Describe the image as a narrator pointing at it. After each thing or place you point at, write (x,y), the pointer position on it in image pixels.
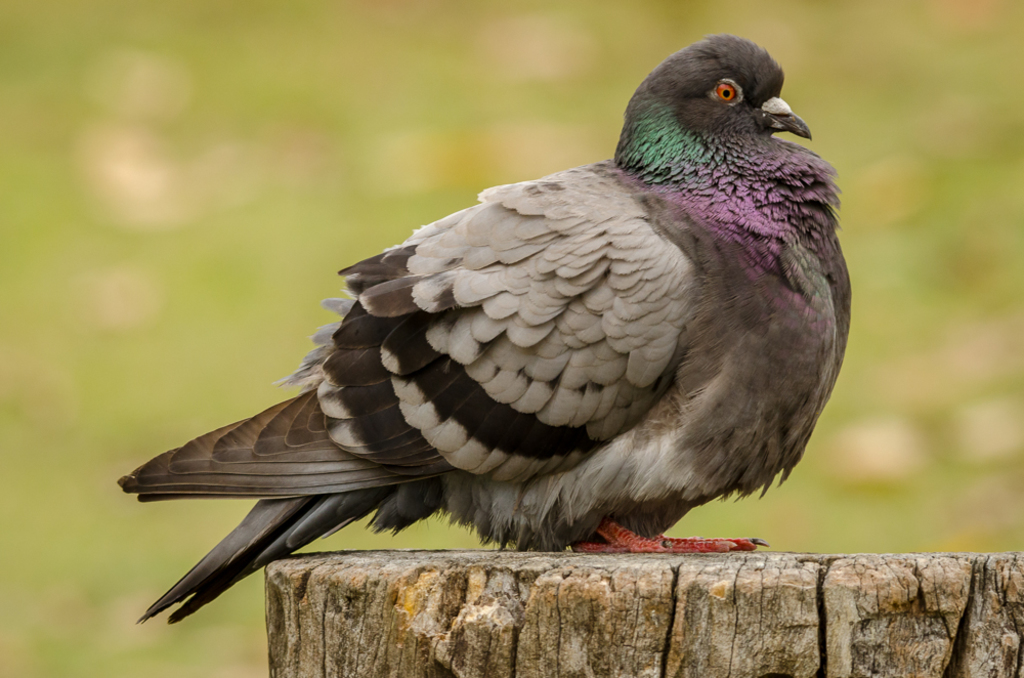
In the image we can see a pigeon (689,353), sitting on the wooden trunk (702,614) and the background (183,233) is blurred.
